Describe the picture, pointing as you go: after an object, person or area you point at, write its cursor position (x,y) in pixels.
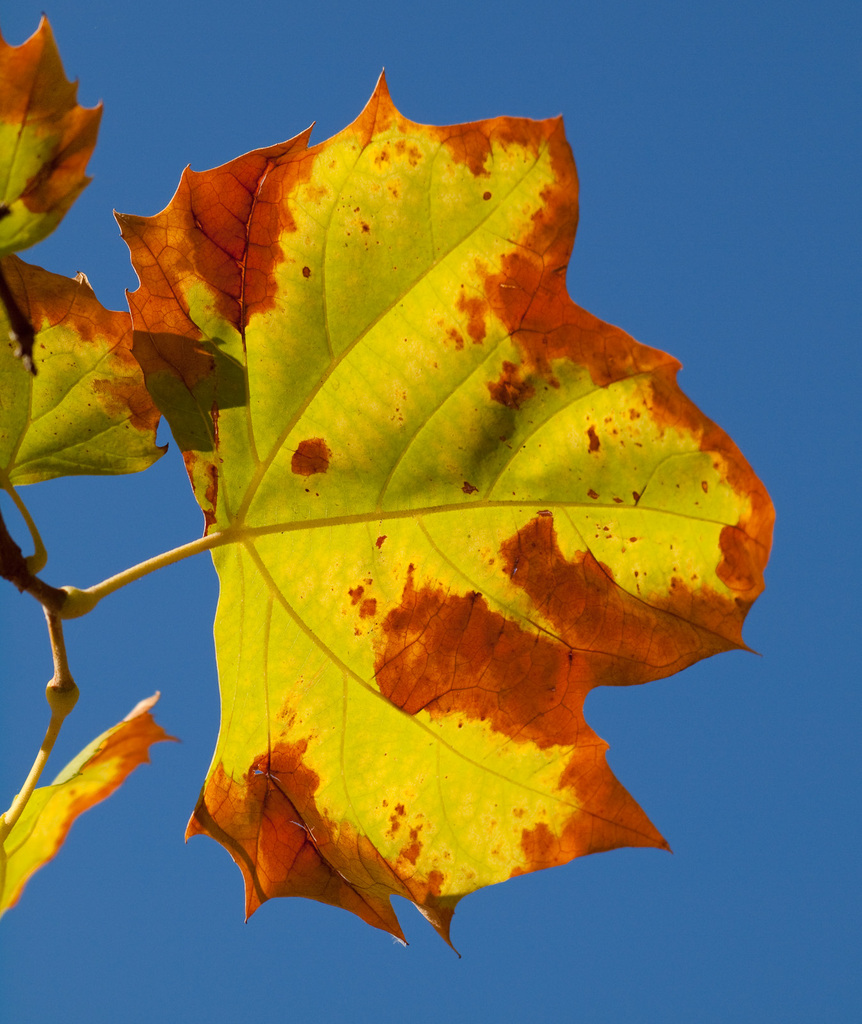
In this picture I can see leaves (216,501) and a blue sky (714,41).
